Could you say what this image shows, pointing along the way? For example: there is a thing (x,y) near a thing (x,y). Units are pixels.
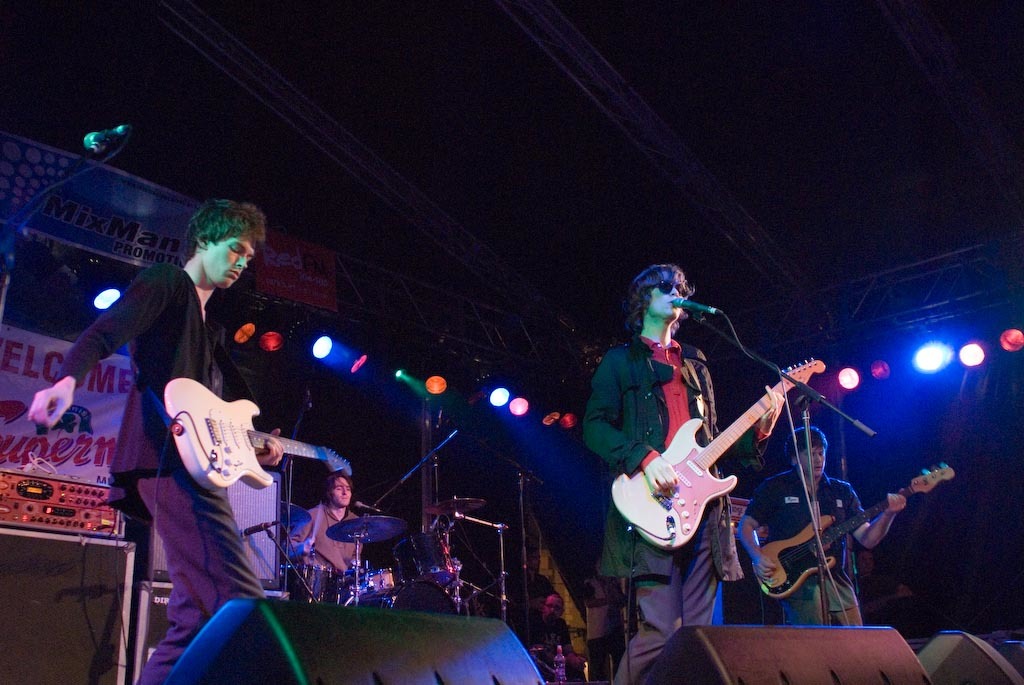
These three persons (145,476) standing and holding guitar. This person (336,496) sitting and playing musical instrument (351,540). On the background (566,414) we can see banner (16,461), focusing lights (968,362). There is a microphones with stands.
